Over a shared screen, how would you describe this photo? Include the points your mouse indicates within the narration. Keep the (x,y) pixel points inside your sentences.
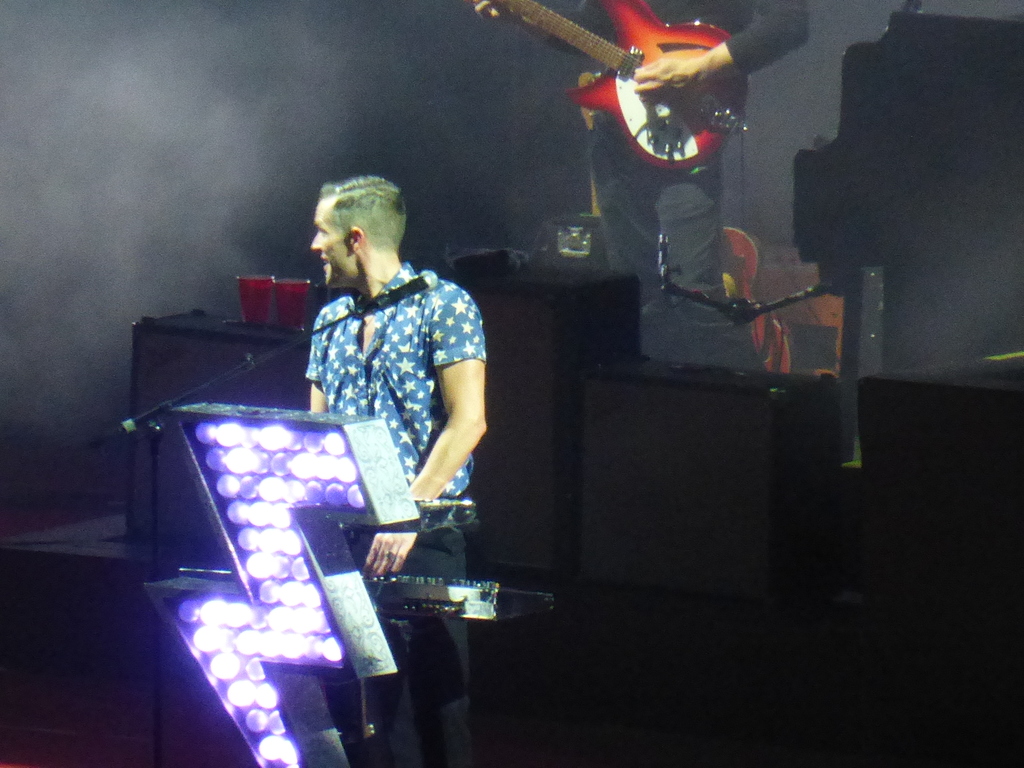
In the image we can see there is a man (400,433) who is standing and in front of him there is a casio (409,575) and at the back (635,230) there is a person (646,202) who is standing and holding a guitar (658,98) in his hand (702,64).
